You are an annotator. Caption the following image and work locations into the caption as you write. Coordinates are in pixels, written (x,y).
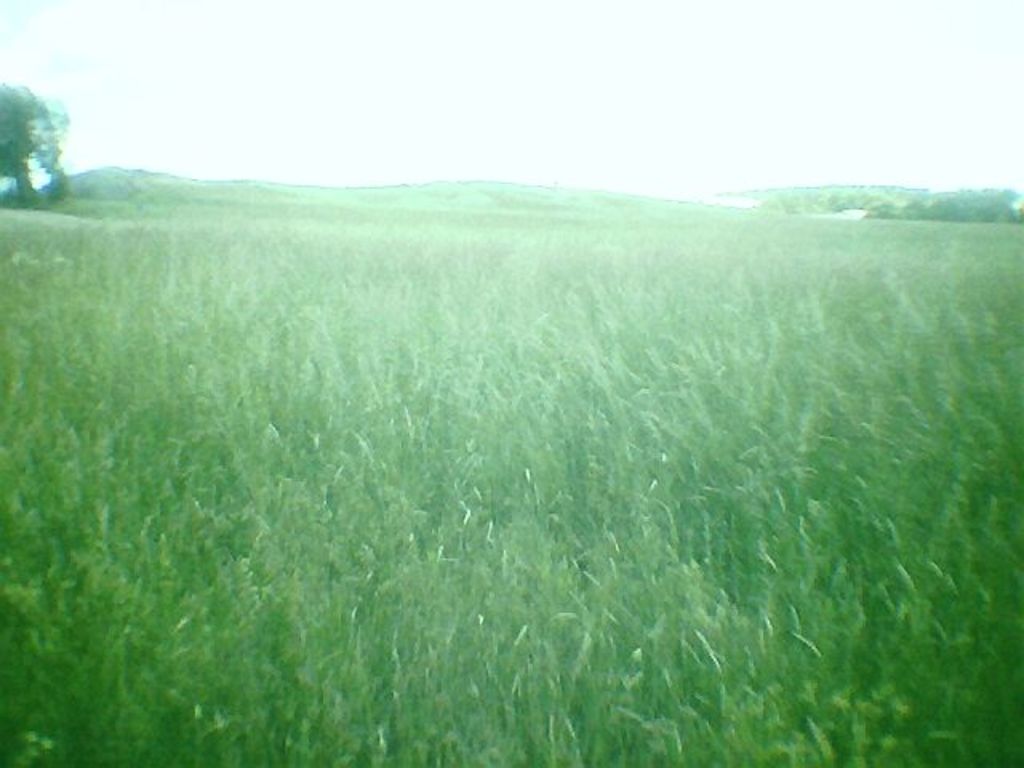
It is a beautiful greenery (441,294) with a lot of crops (353,307) and trees (58,196) and in the background (647,95) there is a sky (647,189).
